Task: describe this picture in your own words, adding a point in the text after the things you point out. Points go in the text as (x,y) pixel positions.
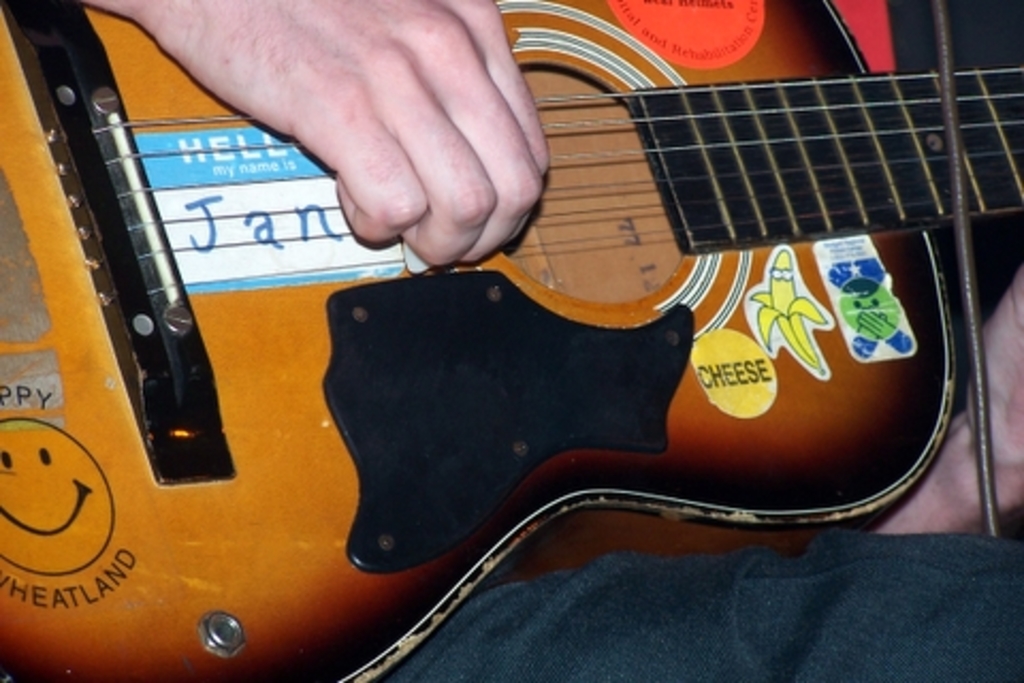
This picture contains the hands (461,117) of a human (641,583) holding guitar (491,522) and this guitar (342,439) is brown in color. We see some text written on that guitar (387,443).
